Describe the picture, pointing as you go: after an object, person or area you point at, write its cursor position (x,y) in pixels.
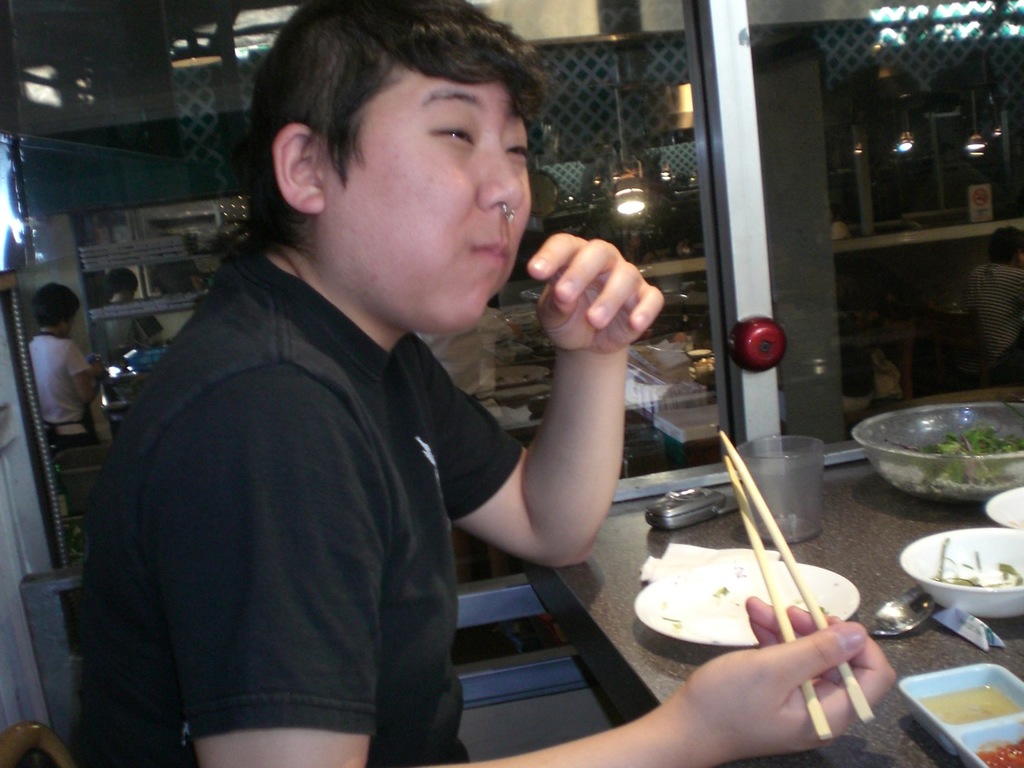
In this image I can see a person (724,722) is holding chopsticks (729,440). Here on this table (864,583) I can see few plates (700,619), a phone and a glass (785,457). In the background (72,342) I can see few more people (62,317).
